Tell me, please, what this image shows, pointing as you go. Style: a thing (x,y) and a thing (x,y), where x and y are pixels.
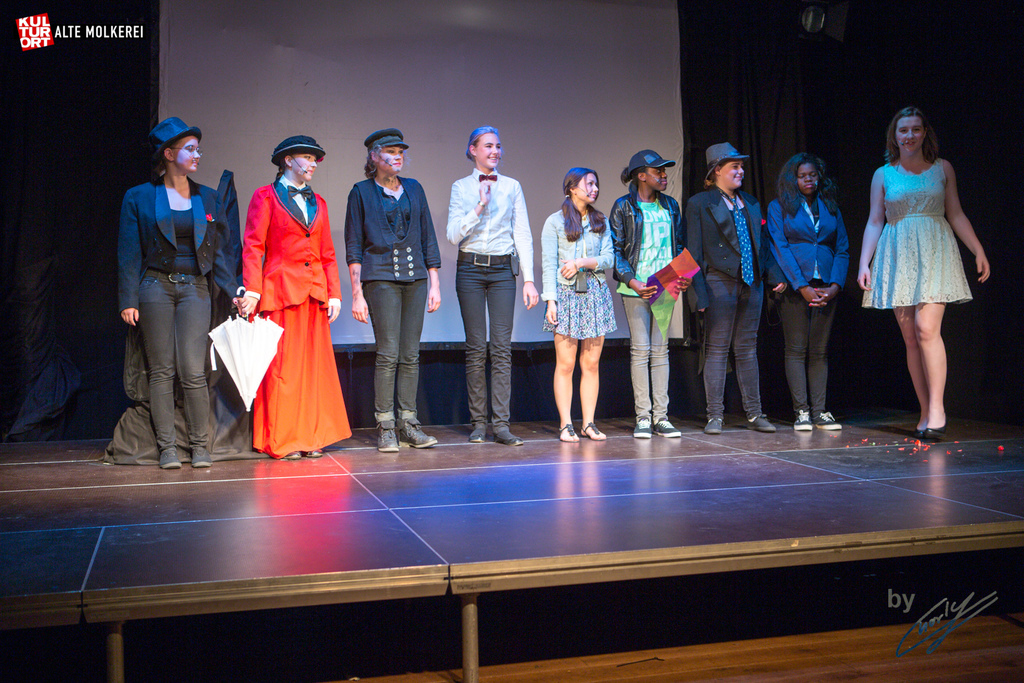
In the foreground (264,458) I can see a group of people (713,196) are standing on the stage (357,505) and one person (310,399) is holding an umbrella (262,359) in hand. In the background (1013,211) I can see curtains (137,138), screen (372,127), logo (23,31) and text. This image is taken may be on the stage (573,507).
